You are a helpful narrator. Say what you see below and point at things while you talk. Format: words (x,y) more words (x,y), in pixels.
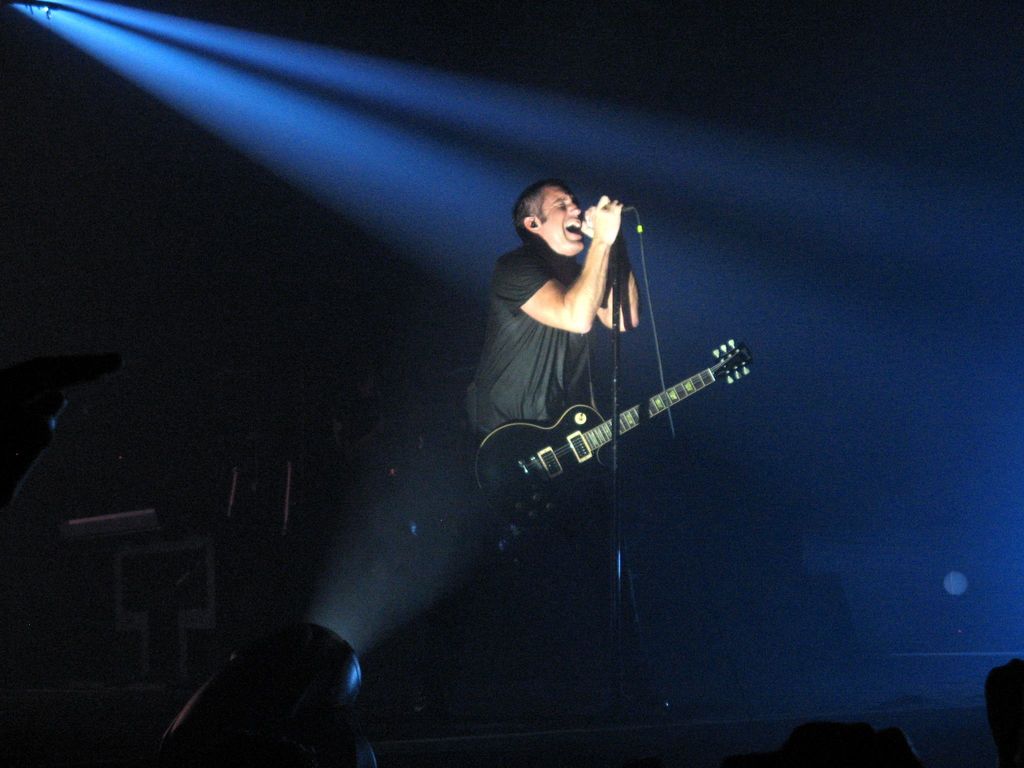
In this image there is a person (502,296) standing with a guitar (616,433) and holding a mike (597,214), and there is dark background (17,635) and focus light (319,648).
